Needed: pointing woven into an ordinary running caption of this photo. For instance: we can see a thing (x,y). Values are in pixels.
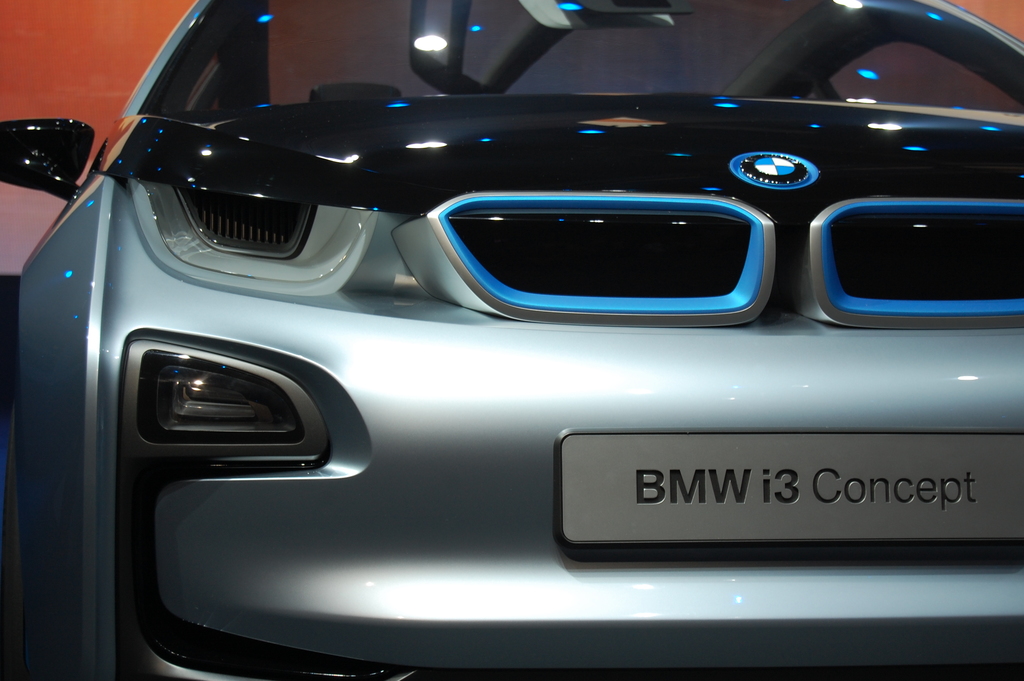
This is the image of a car (253,615). There is a registration plate (693,521) at the front (716,507) on which ''bmw i3 concept'' is written. There is an orange background (127,88).
